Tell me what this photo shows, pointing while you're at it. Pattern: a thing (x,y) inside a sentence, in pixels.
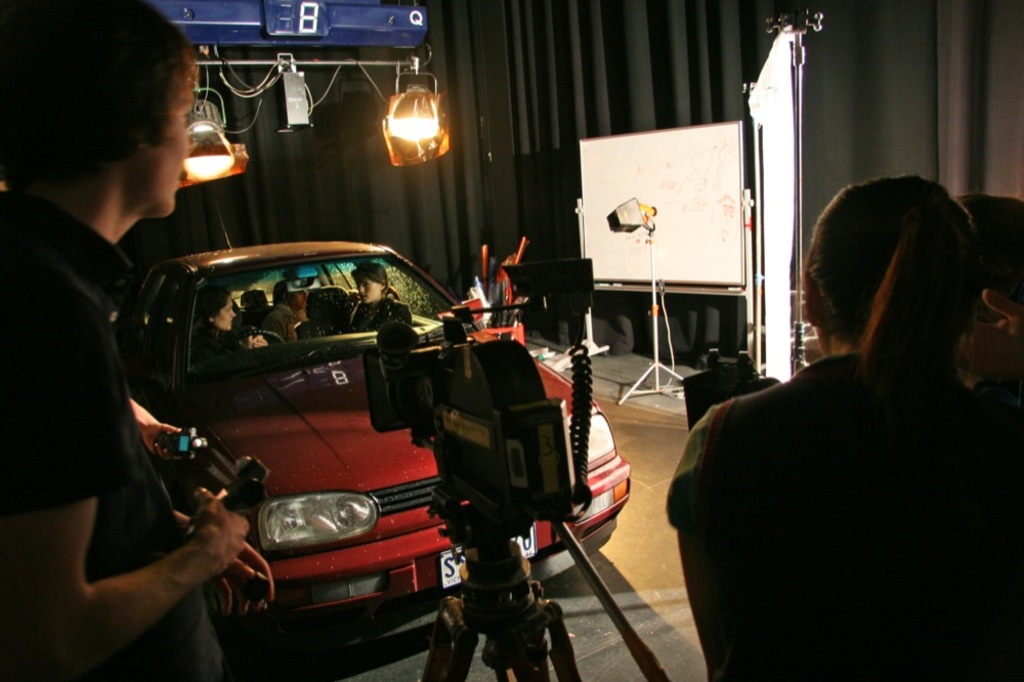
On the background (304,219) we can see a black colour curtain (935,132). This is a whiteboard (743,157). This is a screen (769,133). These are lights (207,121). Here we can see a car (333,344) and persons (384,299) sitting inside it. This is a camera (436,408) with stand (494,571). We can see persons (912,348) standing here and shooting. This is a floor.- (622,545)
